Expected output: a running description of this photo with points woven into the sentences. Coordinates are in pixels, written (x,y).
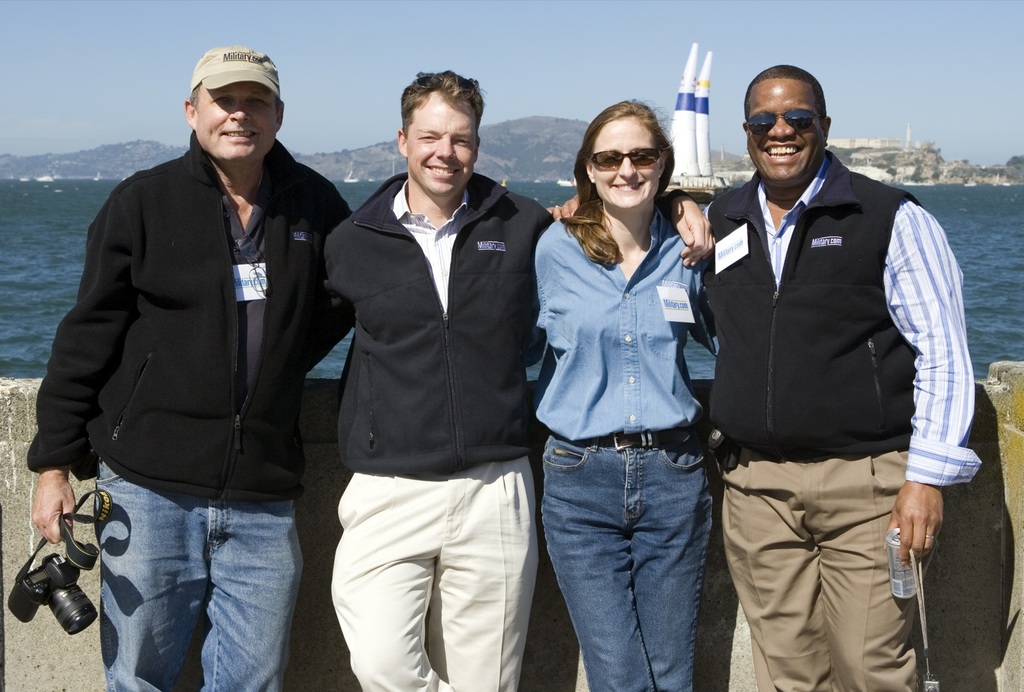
The image there are four people (675,404) three men (111,392) and a woman (576,311), four of them are smiling and posing for the photo. The left side (106,427) last person (106,562) is holding a camera (64,572) with his hand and behind these people (176,198) there is a sea (544,205) and behind the sea (978,193) there are some mountains (552,124).
